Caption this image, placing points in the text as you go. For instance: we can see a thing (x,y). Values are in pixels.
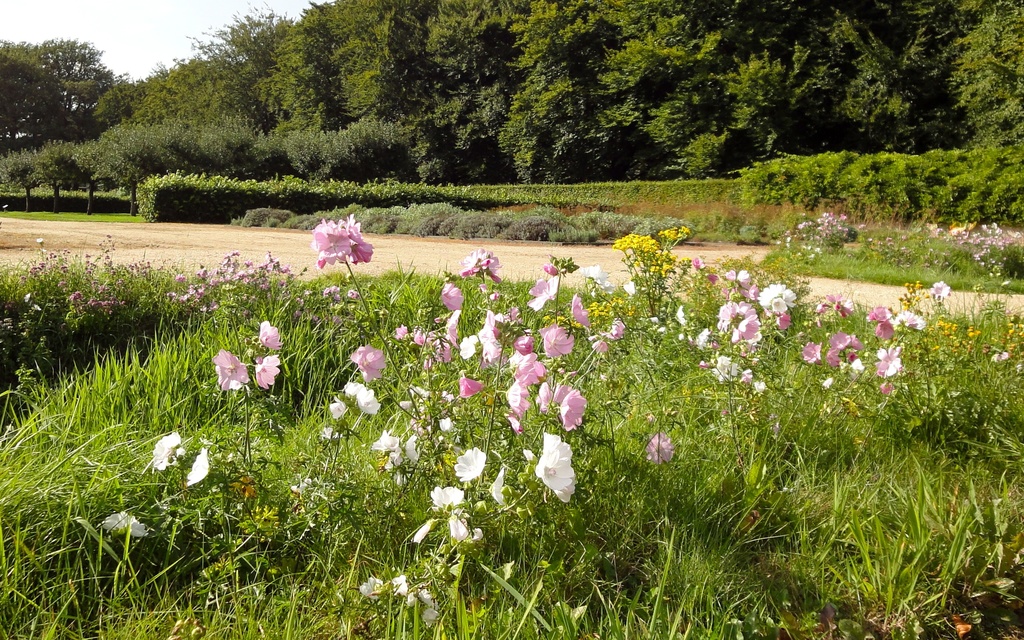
In this image we can see flowers (569,498), plants (542,347), trees (578,150) and sky (167,41).
